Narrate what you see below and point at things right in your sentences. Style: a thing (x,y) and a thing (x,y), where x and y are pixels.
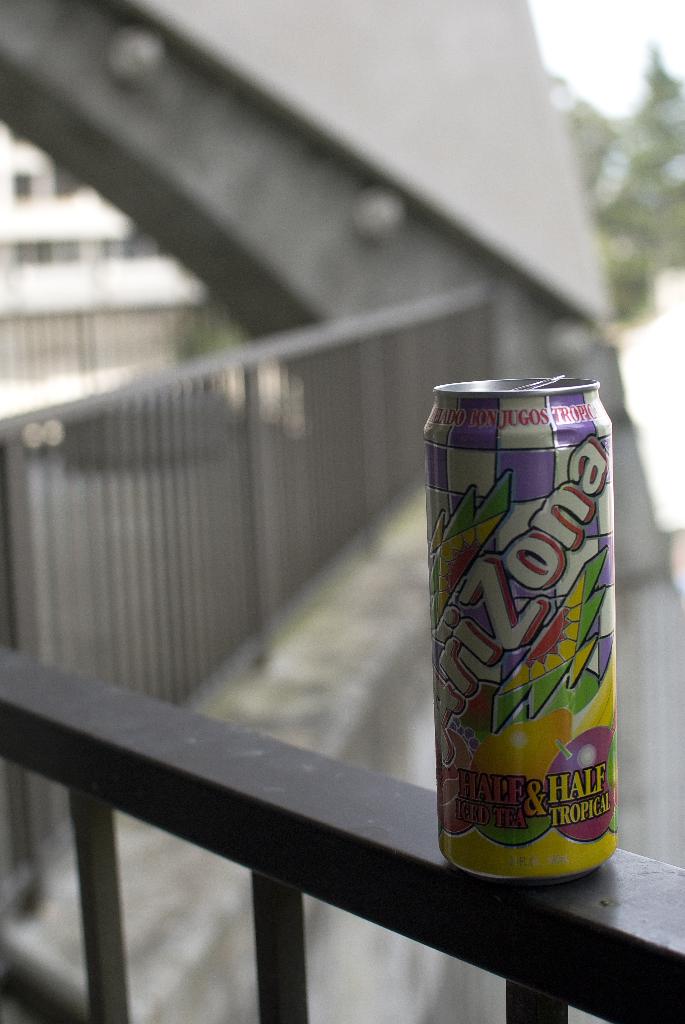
We can see tin (486,514) on the platform (378,866). In the background (217,433) it is blurry and we can see fence (239,611).
